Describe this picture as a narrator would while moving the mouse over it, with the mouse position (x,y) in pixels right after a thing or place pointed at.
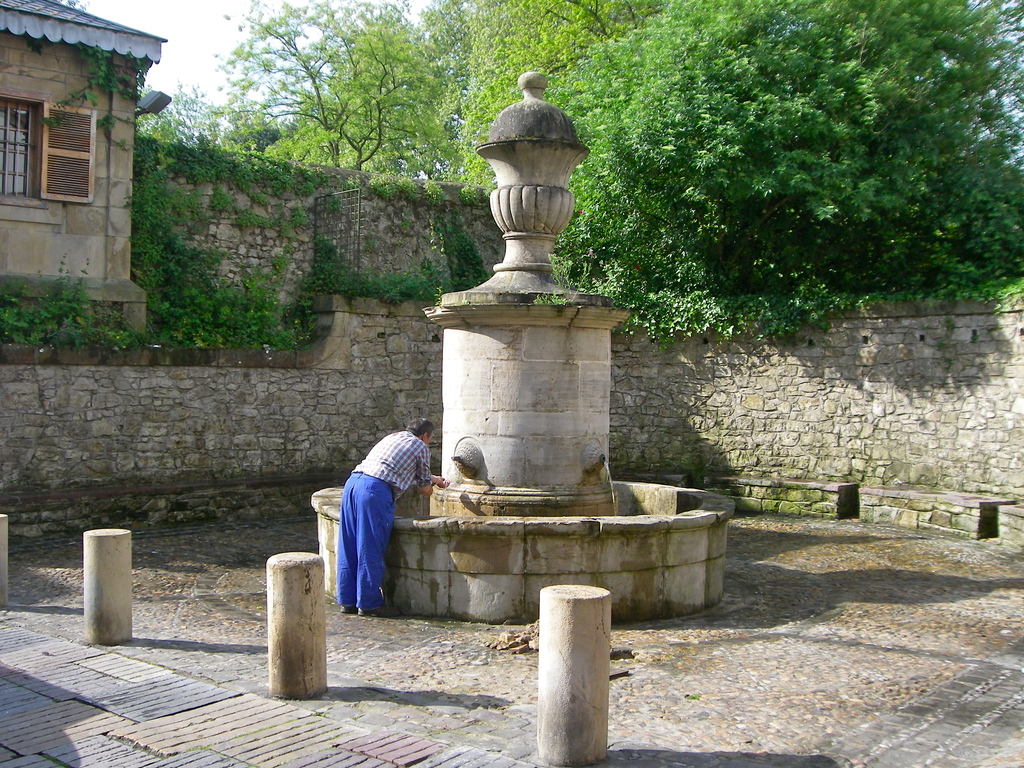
In the picture I can see a man (374,531) is standing on the ground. Here I can see the water (610,489), poles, plants (265,300), trees (726,182), a house (75,153) and a wall (665,404). In the background (233,77) I can see the sky (209,64).
